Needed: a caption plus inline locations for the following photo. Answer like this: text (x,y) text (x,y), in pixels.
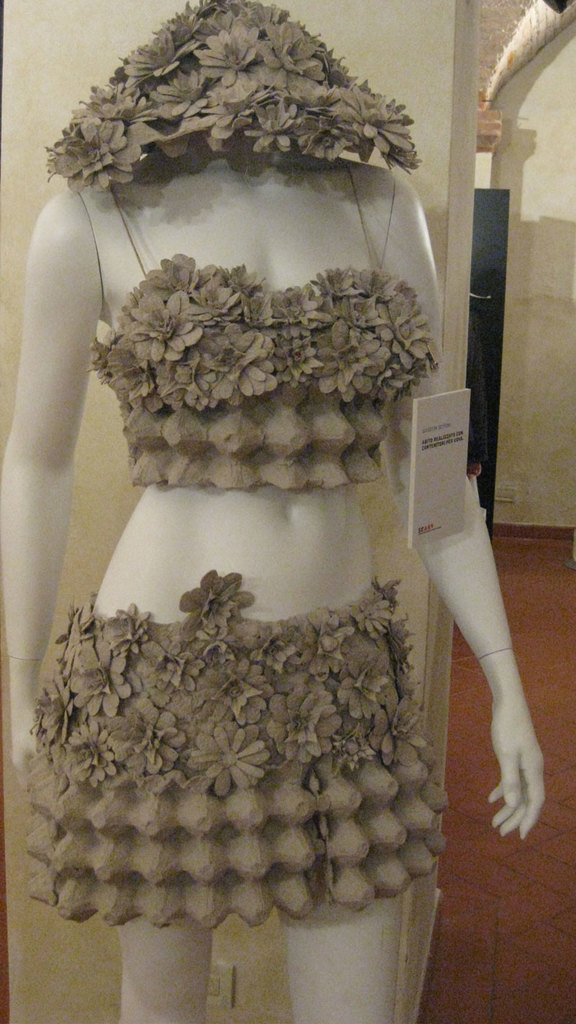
In this image, we can see a mannequin (280,530) and name board (443,468). Background (378,32) we can see pillar (426,190), wall (575,287), black color object (484,362) and floor (530,549).
